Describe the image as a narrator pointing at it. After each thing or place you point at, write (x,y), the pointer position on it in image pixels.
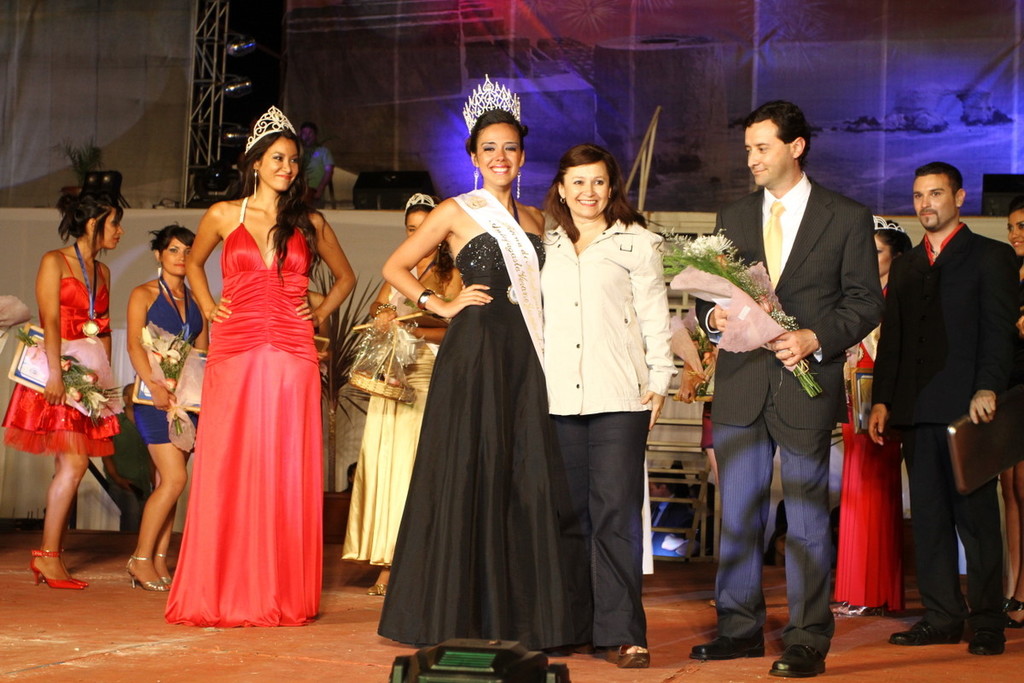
In this image there are a group of people (664,305) who are standing, and some of them are wearing crowns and holding flower bouquets (713,346). And at the bottom (858,618) there is stage (671,637) and some object (443,673), and in the background (195,30) there are some objects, pole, tower (219,51), light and some objects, light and plant (349,360).
